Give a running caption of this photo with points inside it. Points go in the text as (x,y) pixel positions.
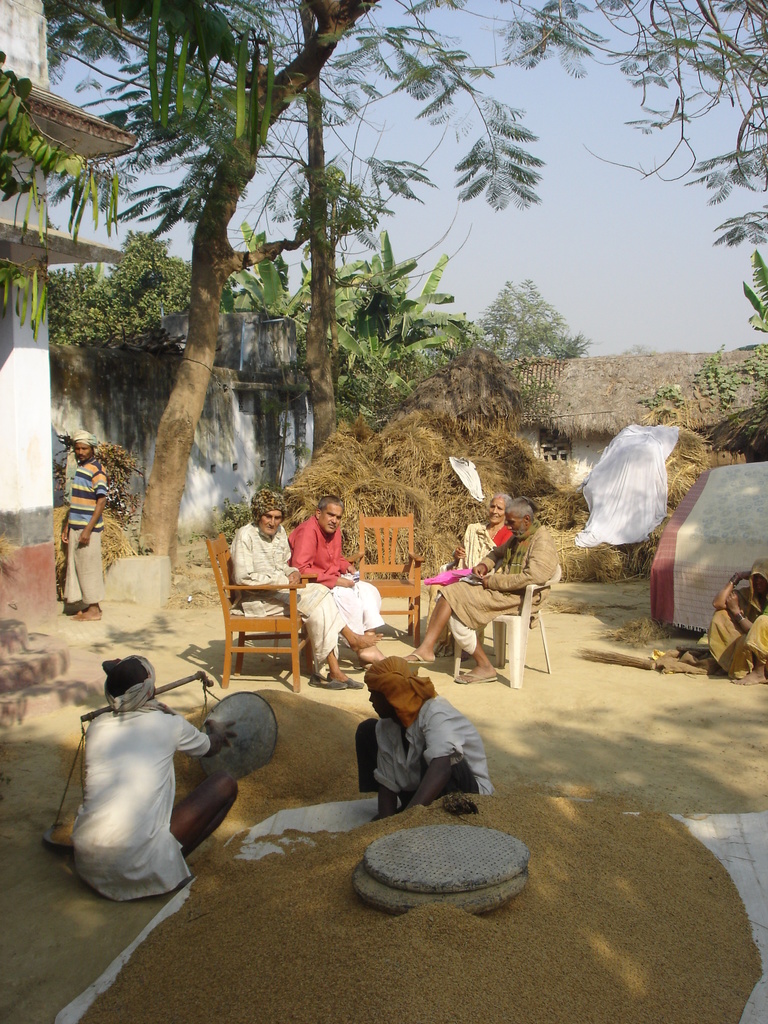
In this picture we can see a group of people (502,614) on the ground (524,750) and in the background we can see trees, sky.
